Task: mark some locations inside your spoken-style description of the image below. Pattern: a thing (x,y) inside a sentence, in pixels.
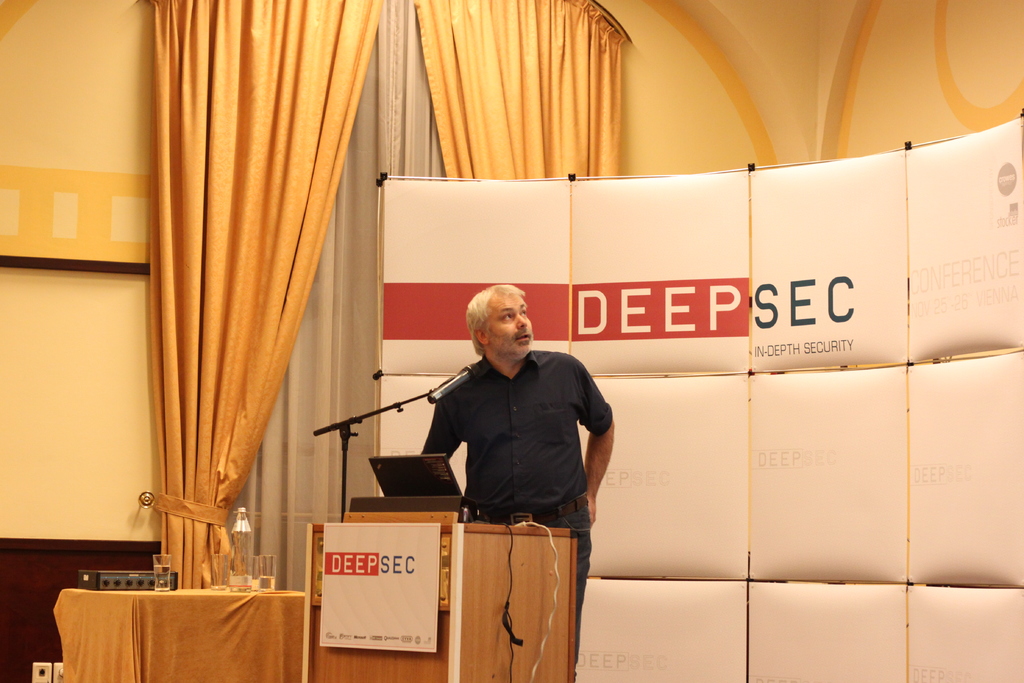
In this picture, there is a man (554,402) in the center (554,402), standing behind the podium (521,568). On the podium (514,538), there is a laptop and a board (327,588) with some text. Beside the podium (370,518), there is a mike (346,461). At the bottom left (181,630), there is a table (167,602). On the table (189,602), there are glass (219,573), bottle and a device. Towards the right (797,545), there is a banner (671,398) with some text (690,301). In the background (501,100), there are curtains (472,123).
